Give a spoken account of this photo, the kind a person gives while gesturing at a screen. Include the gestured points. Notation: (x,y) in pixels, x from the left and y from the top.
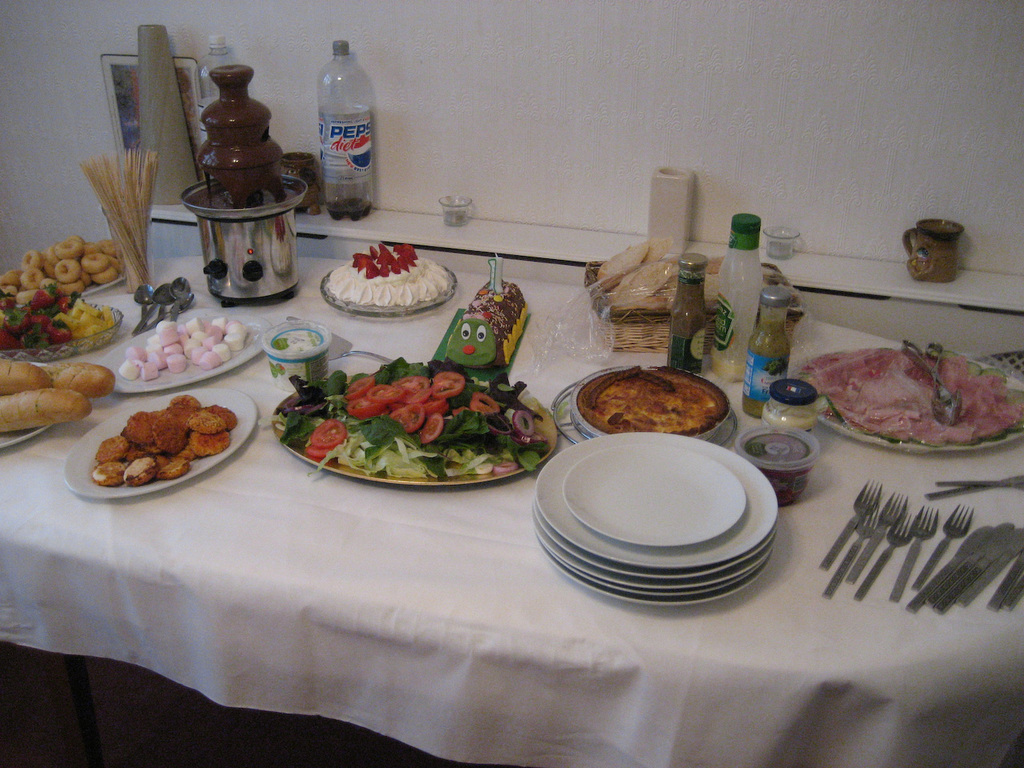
In this image we can see plates (709,519) with food (306,447), forks (857,546), knives (950,562), bottles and jars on the table (273,482).
